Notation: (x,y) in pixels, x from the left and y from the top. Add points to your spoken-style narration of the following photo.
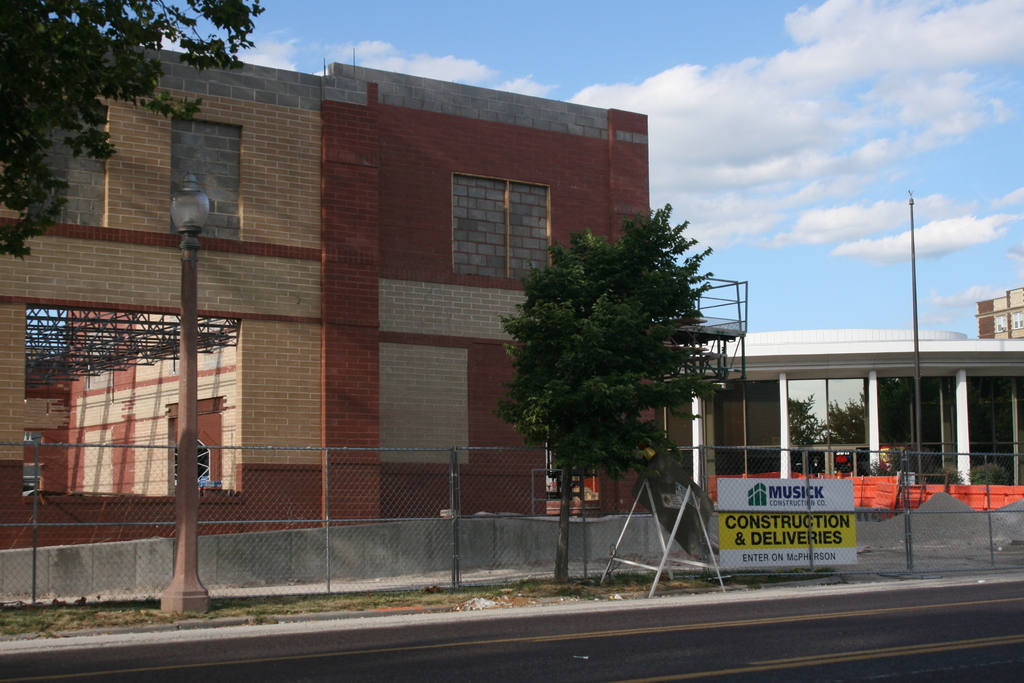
In the image we can see there is a building (458,366) and there are trees (634,329) in the area. In front (509,525) there is an iron fencing (536,522) and there are street light poles (194,433) on the footpath (194,627).
